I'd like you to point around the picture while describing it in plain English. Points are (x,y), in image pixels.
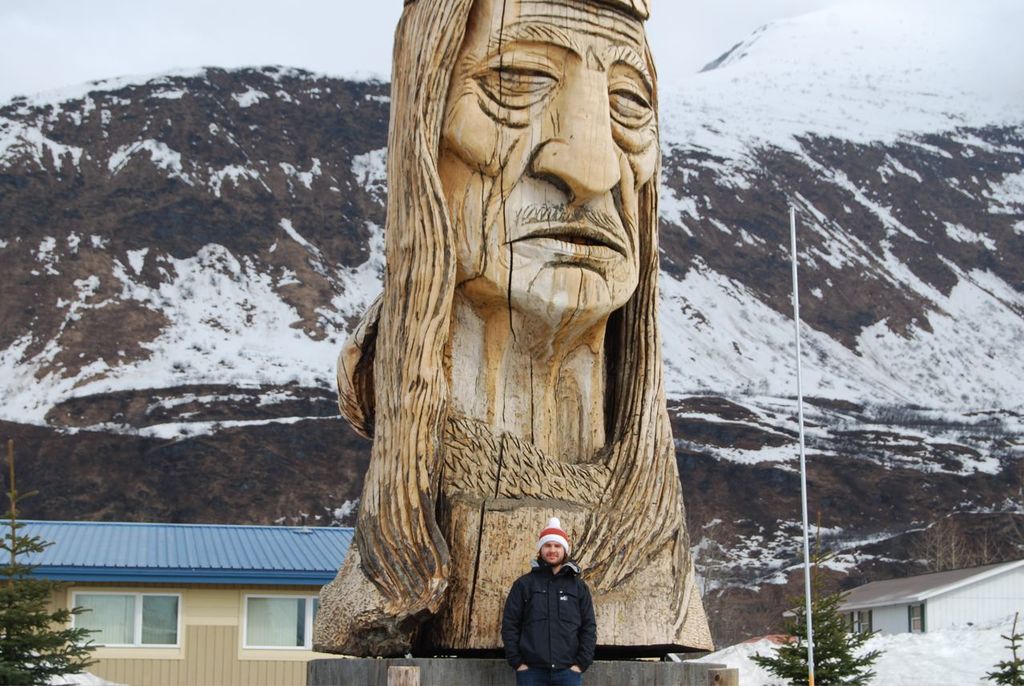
In this picture there is a person (545,633) standing at the statue (569,530). In this picture there is a wooden statue (552,508) of a person (461,469). At the back (963,600) there are buildings (127,623) and trees (851,667) and there is a mountain (936,145). On the right side of the image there is a pole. At the top (106,21) there is sky (151,23). At the bottom (951,653) there is snow (959,667) and there is snow (269,319) on the mountain (239,295).
